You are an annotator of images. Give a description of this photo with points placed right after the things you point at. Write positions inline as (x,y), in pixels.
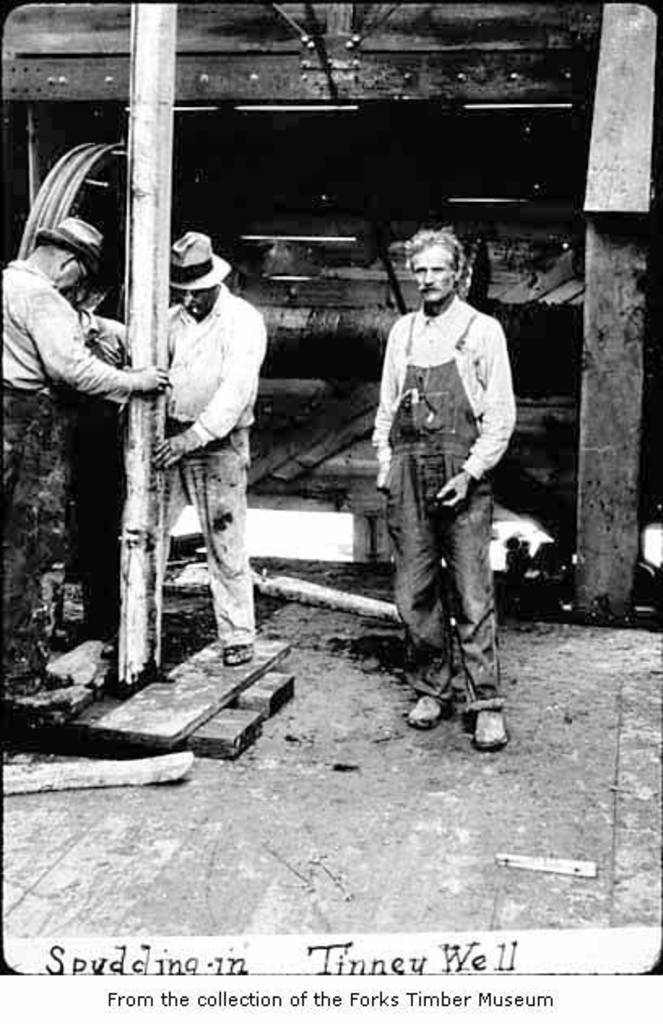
This picture is a black and white image. Three people (393,426) are standing, two people (190,371) with hats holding one pole (166,278), one pillar (594,539), some objects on the surface (287,863), one wooden wall (278,258) backside of these people (198,367) and some text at the bottom of the image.
